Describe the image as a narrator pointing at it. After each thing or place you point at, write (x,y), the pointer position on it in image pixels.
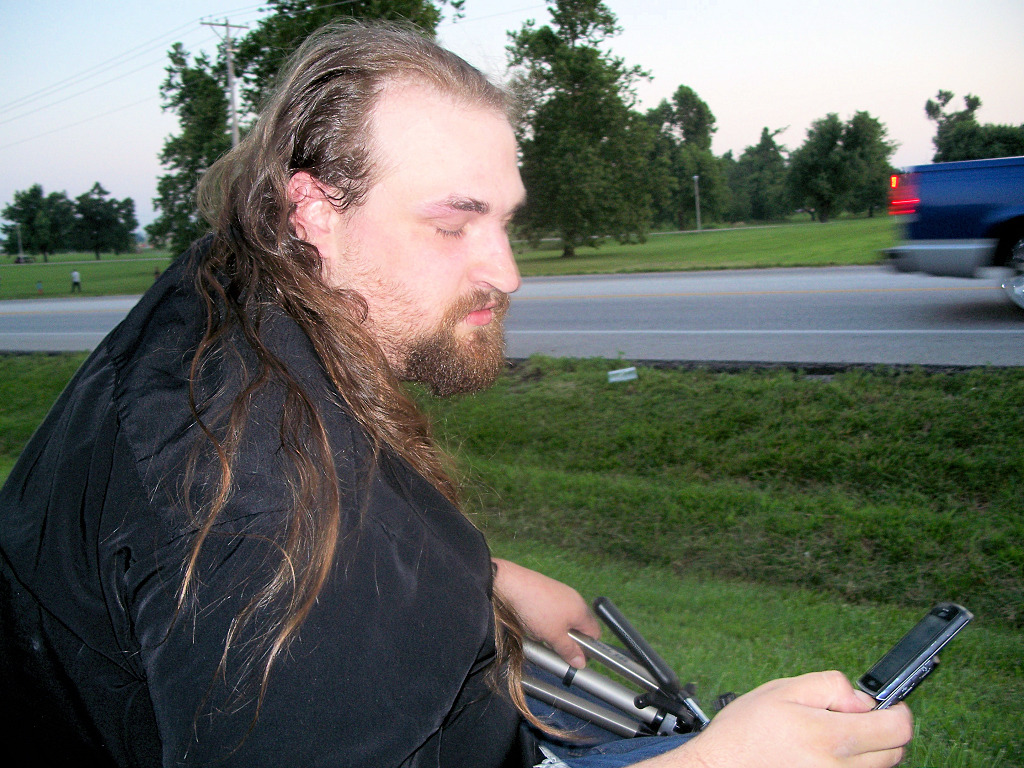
In this image we can see a man (493,670) sitting and holding a mobile (878,703) in his hand (832,720). On the right (1002,261) there is a car (994,271). In the background (833,158) there is a pole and trees (852,192). At the top (752,44) there is sky (136,63) and wires (111,73).
